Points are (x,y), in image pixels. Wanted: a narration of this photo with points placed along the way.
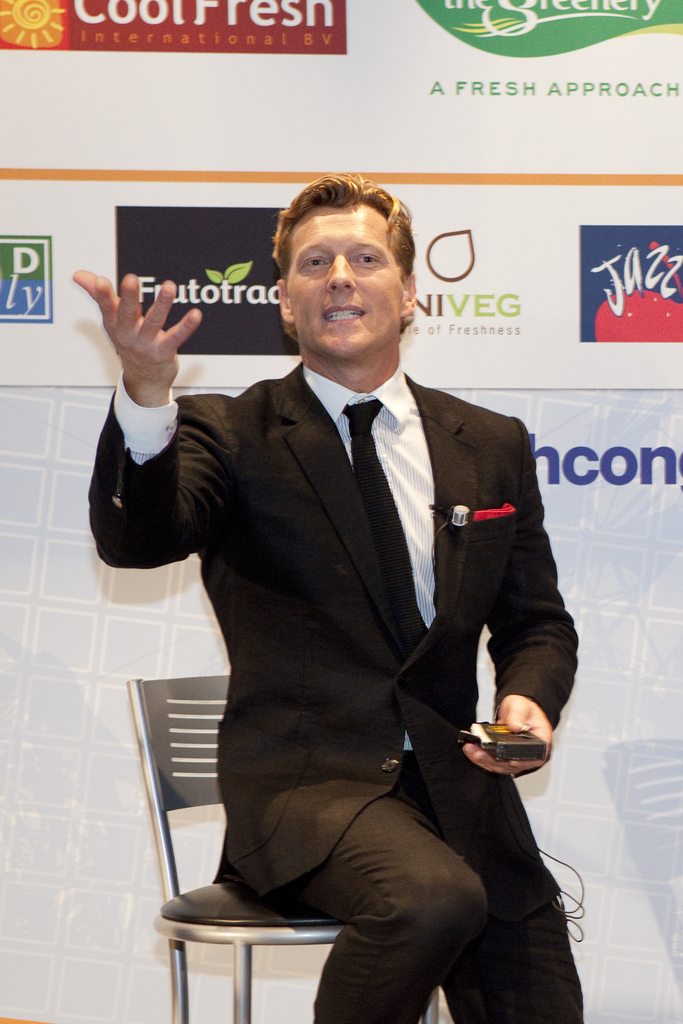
In this image, man (477,573) in the suit (365,649) was sat on the silver color chair (213,920). He hold something box (504,745). And at the background (593,492), we can see few banners (261,194).
